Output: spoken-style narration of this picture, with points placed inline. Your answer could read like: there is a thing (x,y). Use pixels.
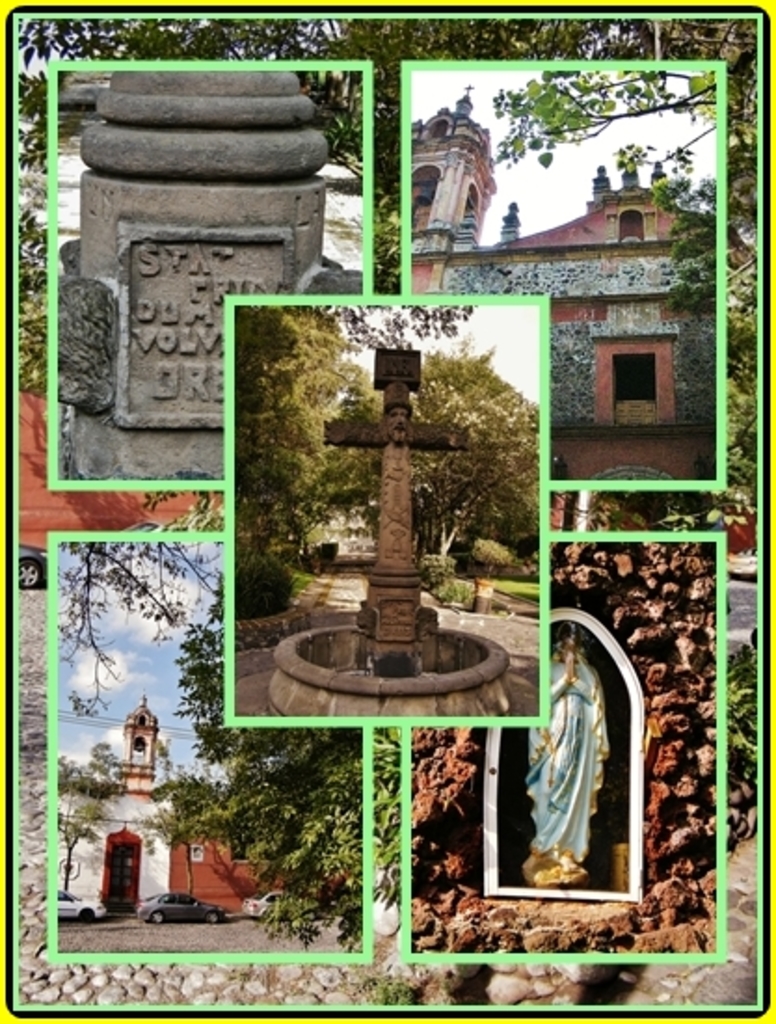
This looks like a collage image. I can see a sculpture (593,798), buildings (593,388), memorial stone (141,230) in the picture. These are the cars (179,917) on the road (175,928). I think these are the small rocks (545,969). I can see the trees (579,100).
